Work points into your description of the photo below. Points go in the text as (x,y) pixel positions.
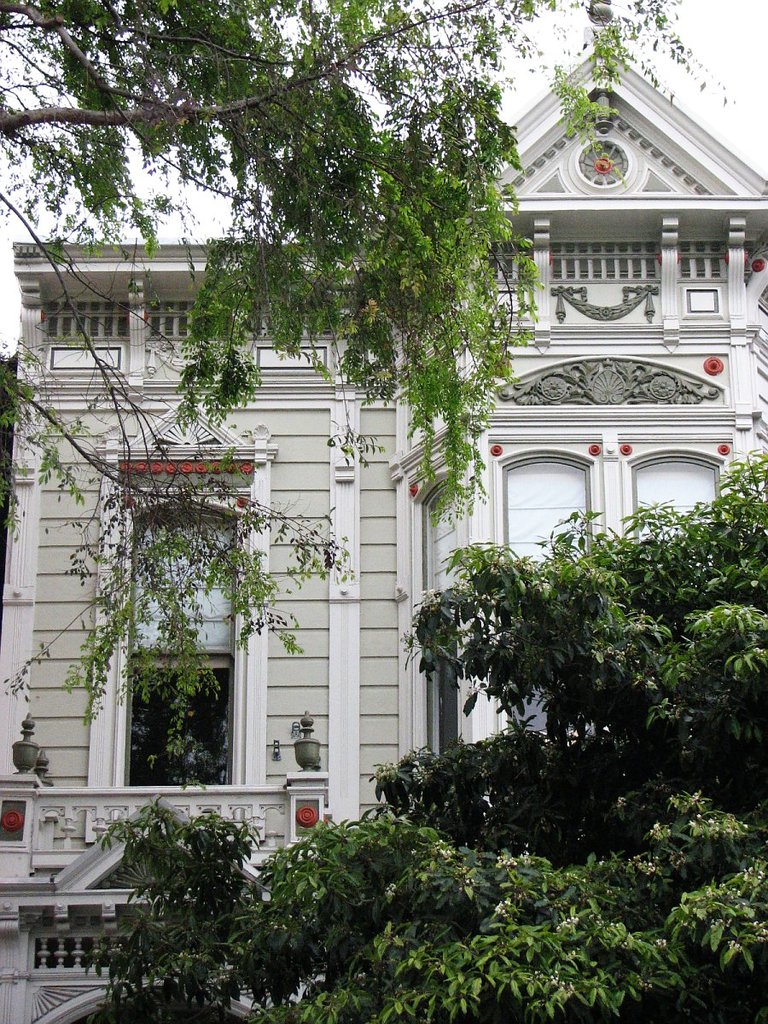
In this image I can see the trees (392,820). To the side of the trees (366,863) I can see the house (291,610) with the window (144,705). In the background (179,211) I can see the sky (495,63).
